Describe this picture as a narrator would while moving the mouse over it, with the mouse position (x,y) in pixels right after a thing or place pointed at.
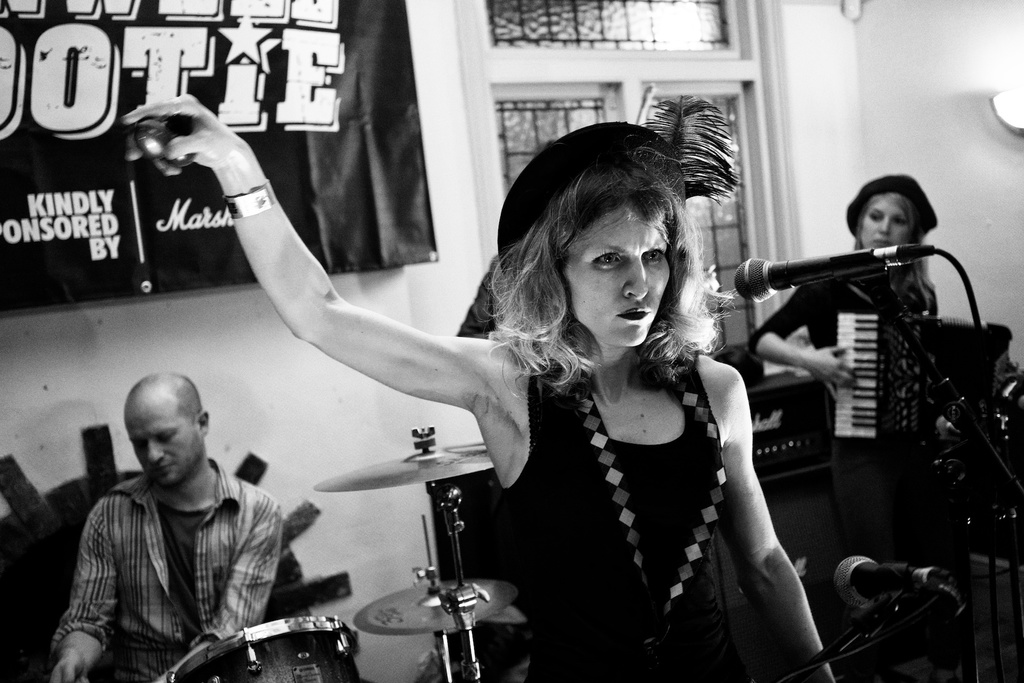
In this image I can see three persons (657,460). In front (625,508) the person (689,435) is standing and holding an object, background (220,229) I can see few musical instruments (468,601) and I can also see the banner (383,94) and few windows (542,70) and the image is in black and white.
